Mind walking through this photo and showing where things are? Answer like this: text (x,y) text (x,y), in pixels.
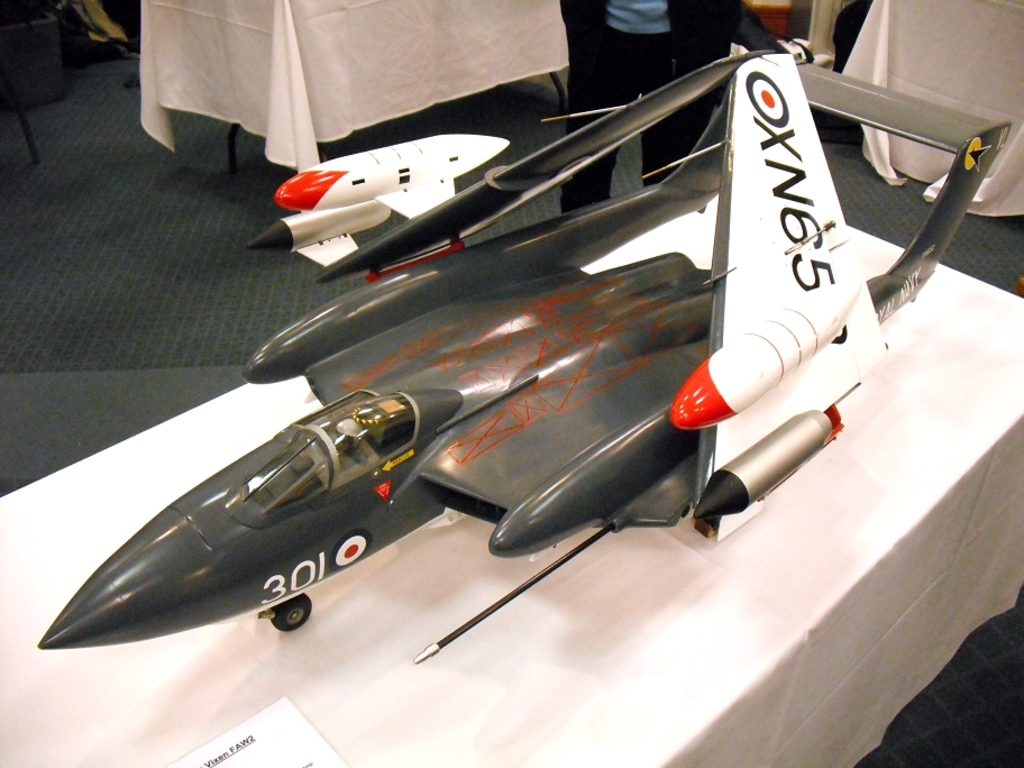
In this image there is a toy aeroplane (506,445) in the front (479,443) which is on the table (537,562) with some text (787,187) written on it which is in white and black in colour. In the background (385,100) there is a person (628,40) standing and there are tables (402,36) covered with a white colour cloth (350,43) and there is a pod (339,195) on the wing (776,265) which is white and red in colour and there is an empty chair (28,75).
